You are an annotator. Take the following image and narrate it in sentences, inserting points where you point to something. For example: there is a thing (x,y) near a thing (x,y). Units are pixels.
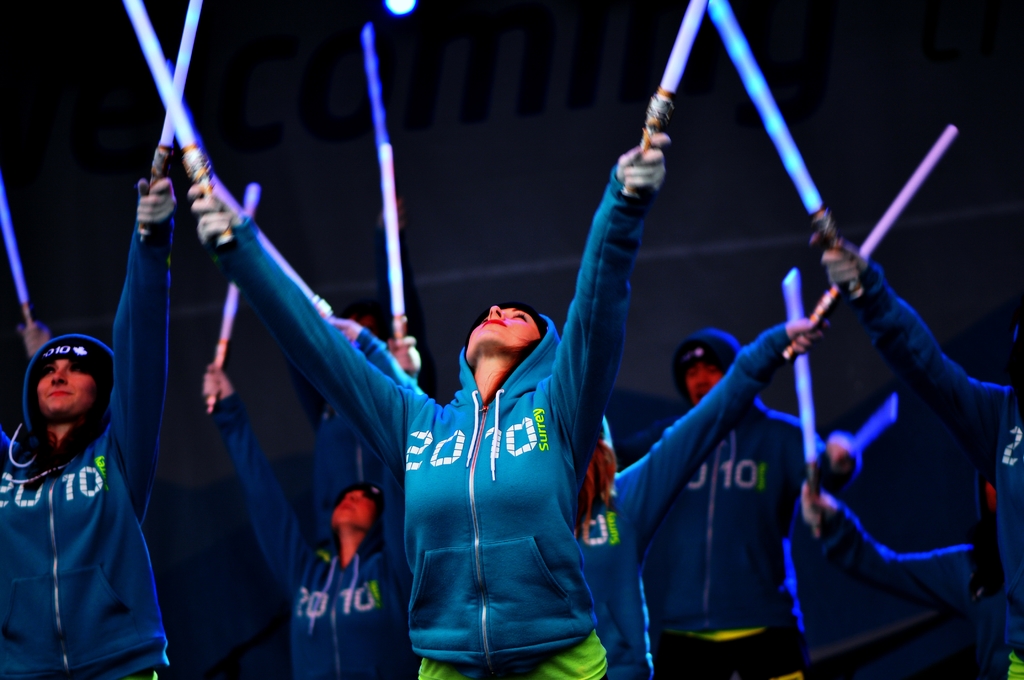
There are group of people (348,410) standing and holding laser lights (392,200) in their hands (811,342).
